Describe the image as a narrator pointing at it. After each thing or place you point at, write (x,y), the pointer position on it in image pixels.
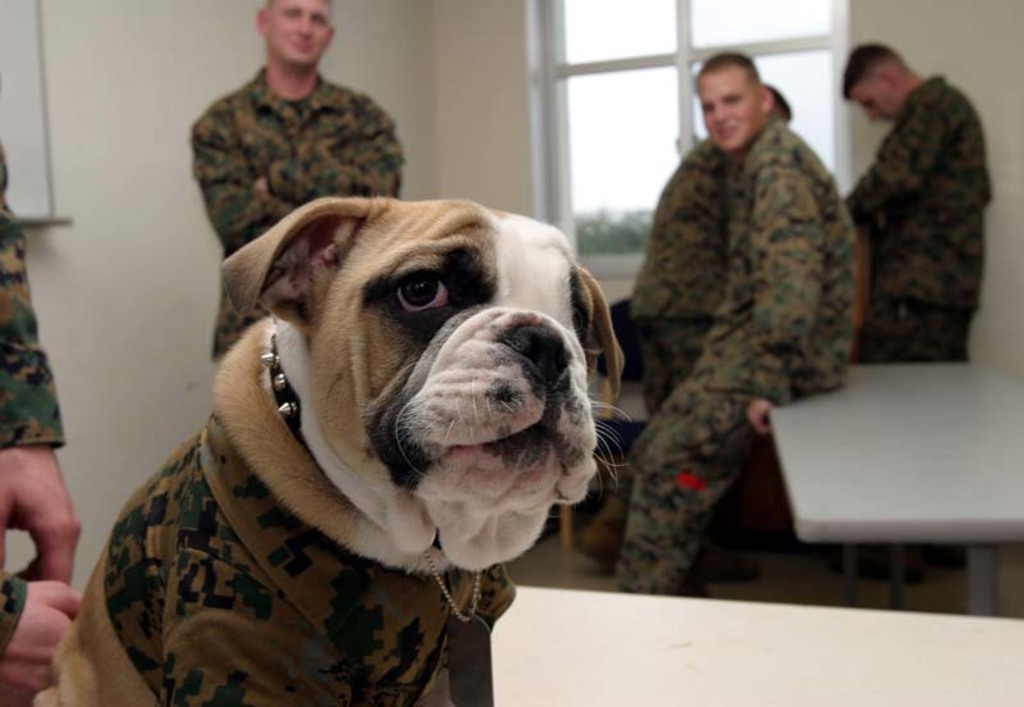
In this image in the front (313,505) there is a dog (330,360). In the background (767,339) there are persons (952,104) standing and sitting and there are empty tables (801,605) and there is a window (647,124). On the left side (16,123) there is a board (34,121) which is on the wall (72,146).
